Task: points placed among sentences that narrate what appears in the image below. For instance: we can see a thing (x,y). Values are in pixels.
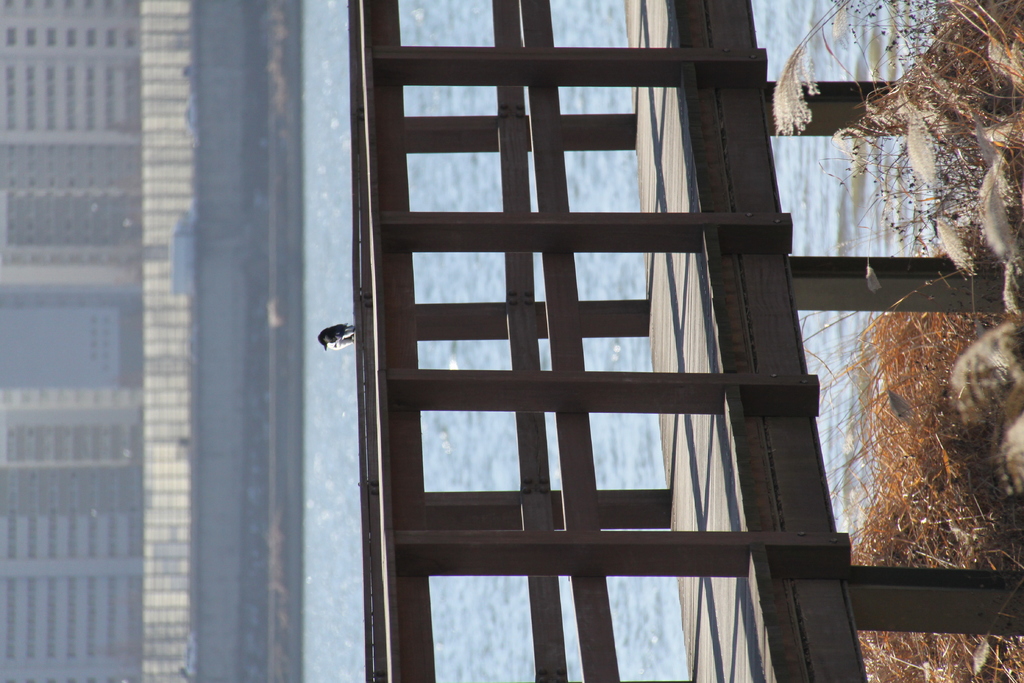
In the center of the image (358,335) we can see bird (342,336) on the bridge (537,113). On the right side of the image (1017,49) we can see water (852,200) and plants (939,337). On the left side of the image (22,95) we can see water (354,503), vehicles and buildings (78,412).
